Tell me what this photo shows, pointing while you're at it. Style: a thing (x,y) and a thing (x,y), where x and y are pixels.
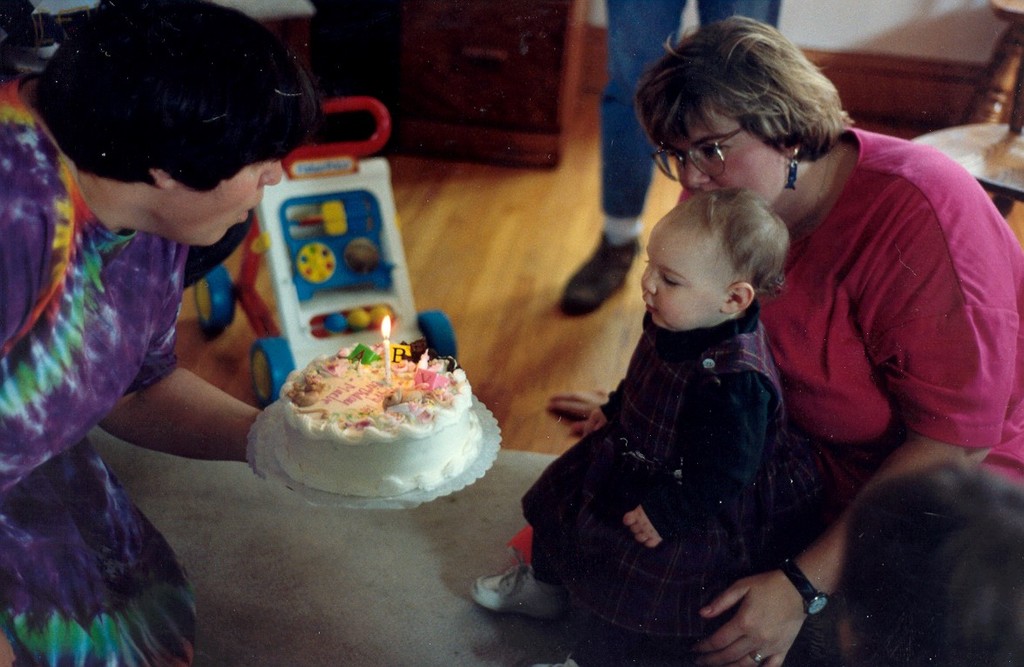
In this picture we can see a cake (322,396), candle (386,322), toy (371,324), spectacle (680,160), watch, some objects (502,69) and some people (159,86) on the floor (510,260) and in the background (875,21) we can see the wall (885,45).
